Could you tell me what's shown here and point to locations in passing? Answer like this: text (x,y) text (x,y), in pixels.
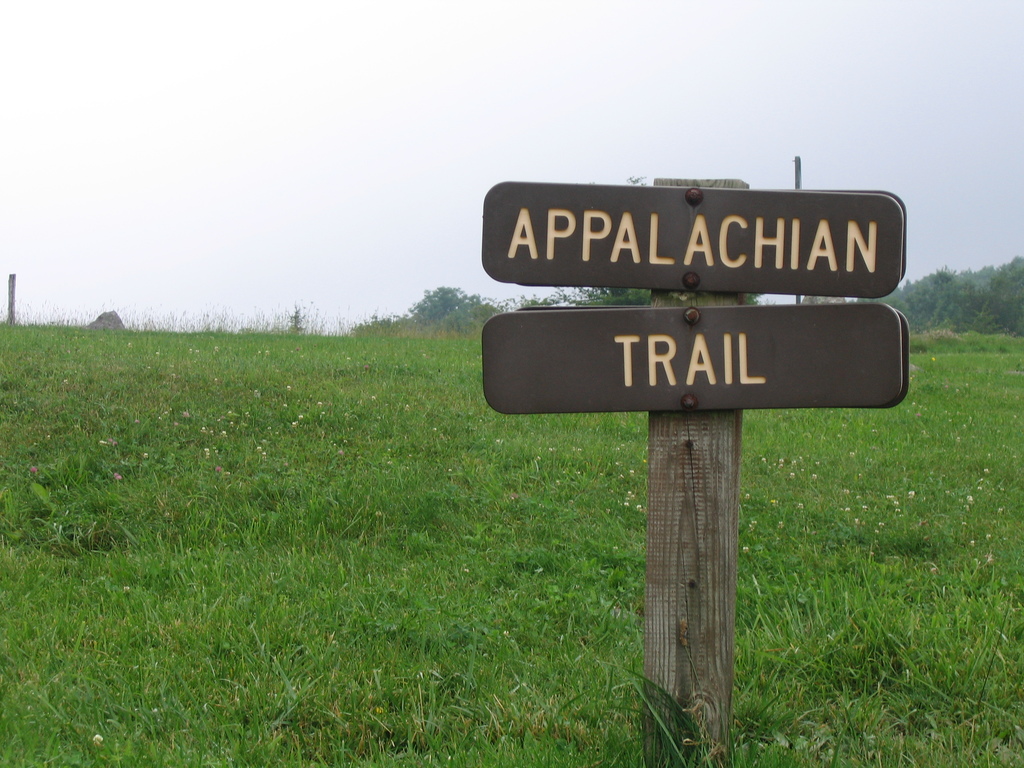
In this image I can see an open grass ground (387,482) and in the front (492,277) I can see two boards (669,250) on a pole (708,505). I can also see something is written on these boards (693,384). In the background (506,294) I can see number of trees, the sky (719,165) and on the left side of this image (10,294) I can see one more pole (10,294).
